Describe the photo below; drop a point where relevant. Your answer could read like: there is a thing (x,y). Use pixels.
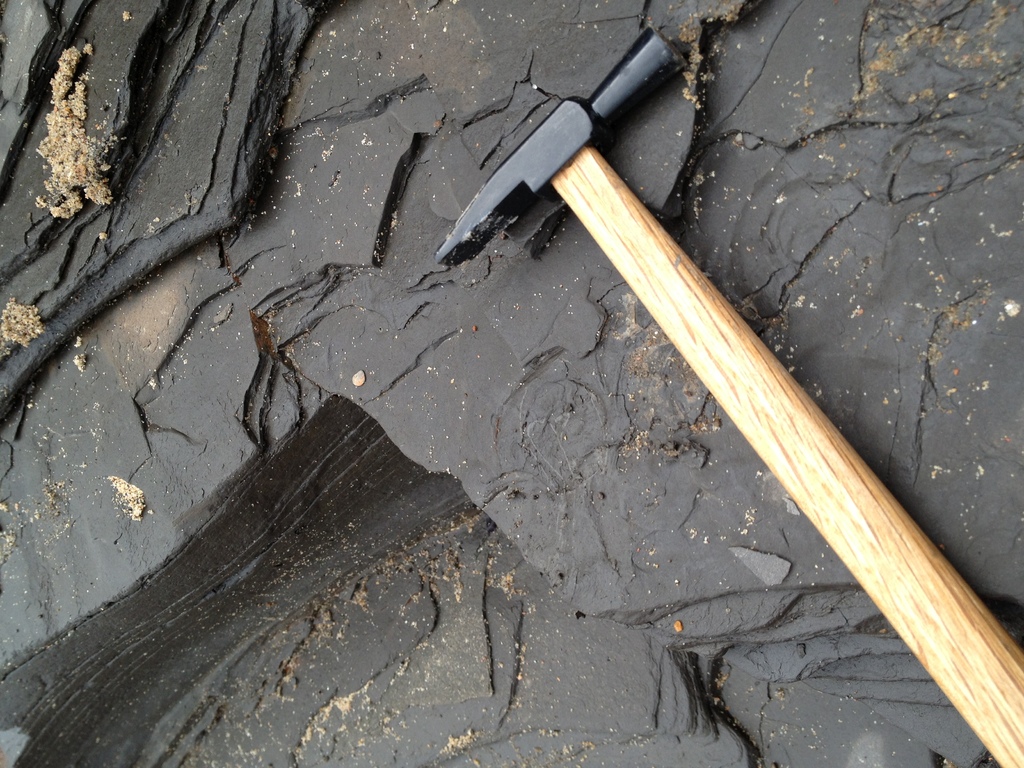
In this image there is a hammer (959,672) on the rock (334,511).
